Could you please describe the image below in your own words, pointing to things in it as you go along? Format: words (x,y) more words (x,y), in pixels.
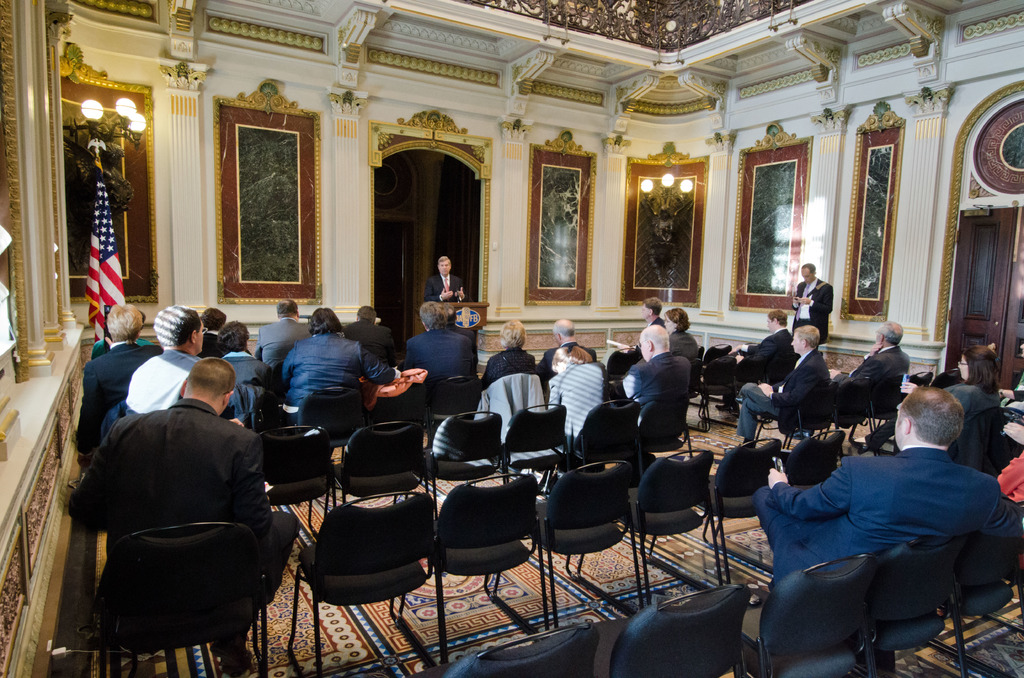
In this image i can see a group of people (222,421) sitting on chair (735,377) at the back ground (440,295) i can see the other person (447,280) standing in front of the podium (470,305) at left (150,245) there is a flag (103,245), a frame (141,245) attached to a wall (185,172) and a light (133,105).
